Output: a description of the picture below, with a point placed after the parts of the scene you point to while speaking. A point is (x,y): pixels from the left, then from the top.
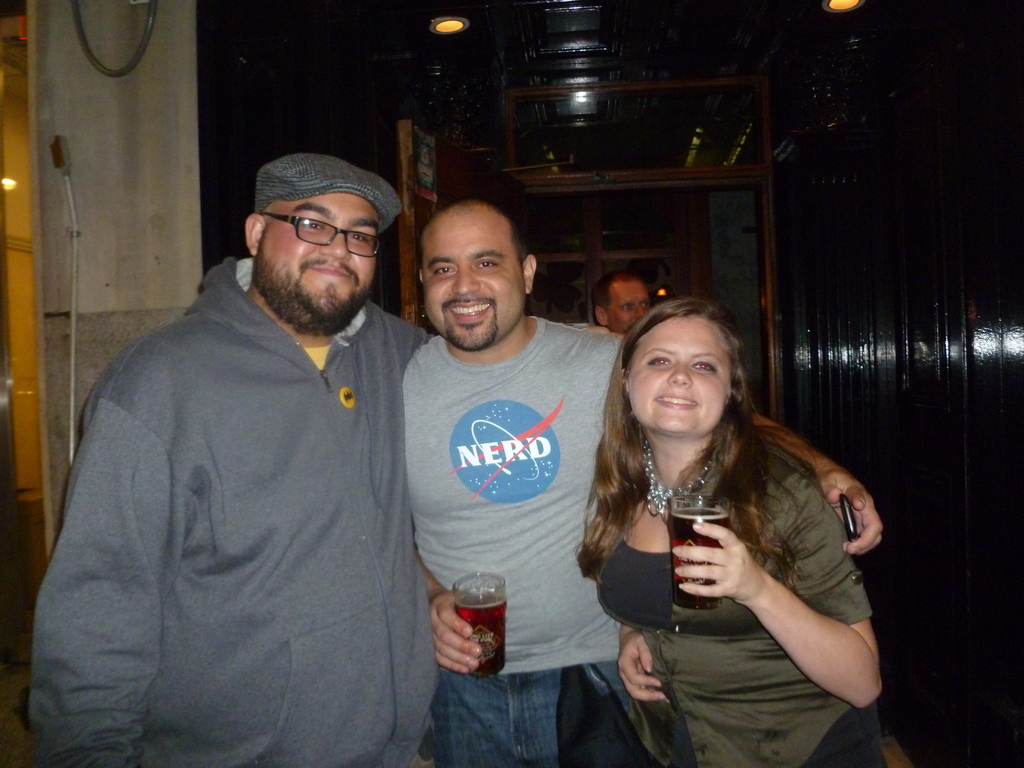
In this picture there are three persons (626,355) standing in the middle (591,361). The person (399,367) to the left (246,690), he is wearing grey sweater (341,411), spectacles (300,222) and a grey cap (332,184). A person (451,260) in the middle (534,350), he is wearing a grey t shirt (547,377), blue jeans (518,695) and holding a glass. Person (725,489) towards the right (735,470), she is wearing a green shirt (769,503) and ornament (653,468) and she is holding a glass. In the background (827,174) there is a wall (811,172) and a person (628,291).
